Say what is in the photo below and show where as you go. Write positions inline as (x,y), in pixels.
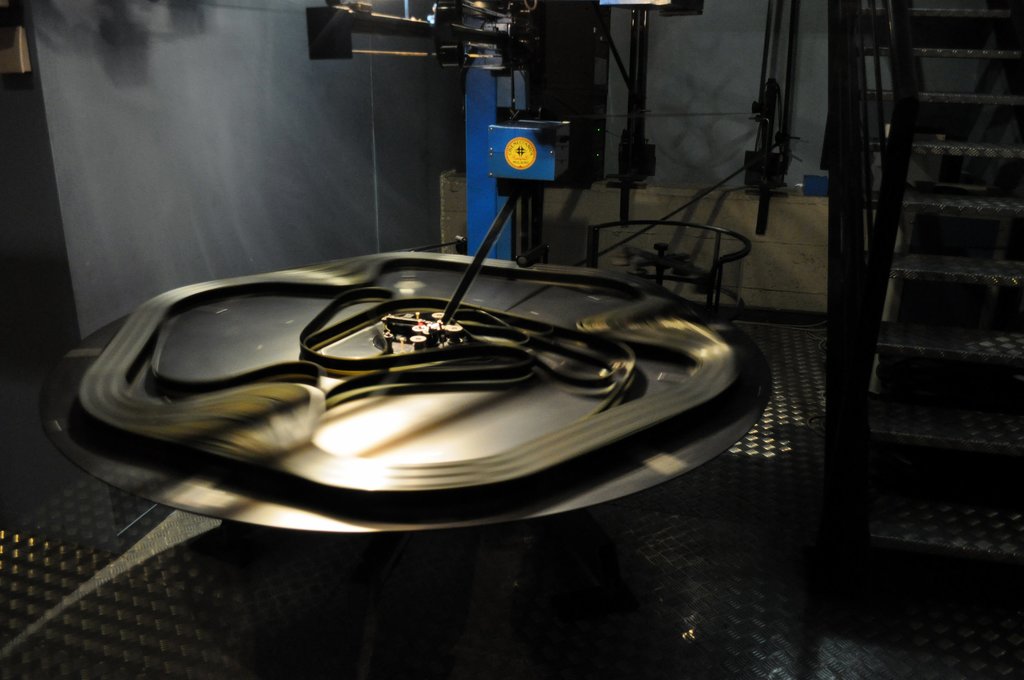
In this image there is a machine (381,303) in the middle (492,333). On the left side (171,135) there is a wall (170,118). On the right side (845,225) there is a metal staircase (861,286). In the background (764,64) there are metal pipes (608,43) which are fixed to the wall (726,41).
